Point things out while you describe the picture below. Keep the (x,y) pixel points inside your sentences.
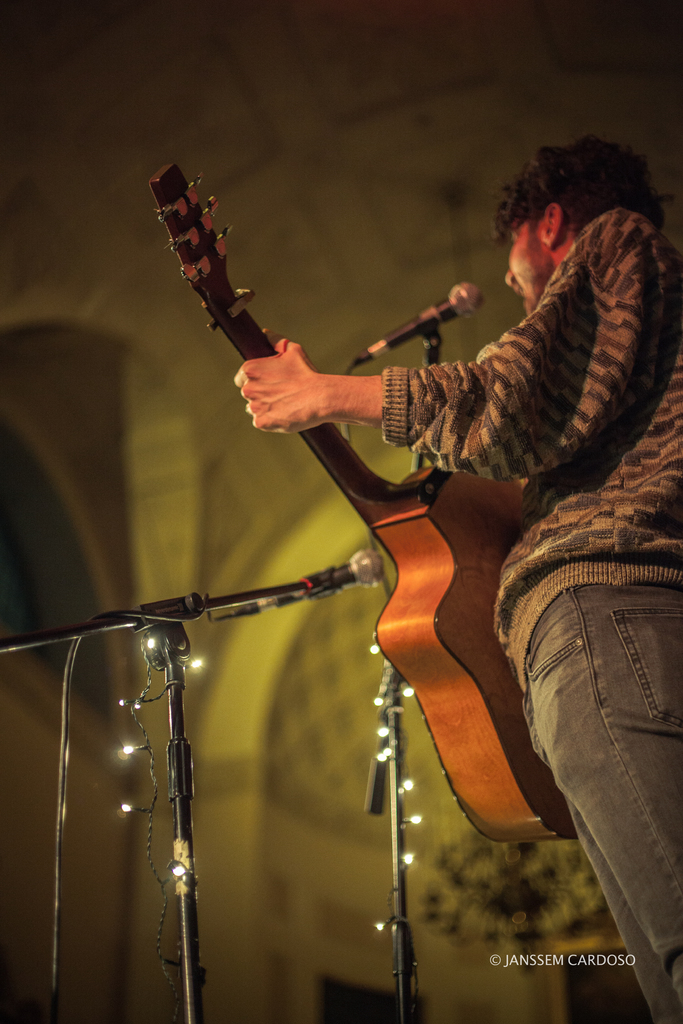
In this image the person (604,857) is holding a guitar (389,551) and there is a mic (342,583) and a stand (126,626).
